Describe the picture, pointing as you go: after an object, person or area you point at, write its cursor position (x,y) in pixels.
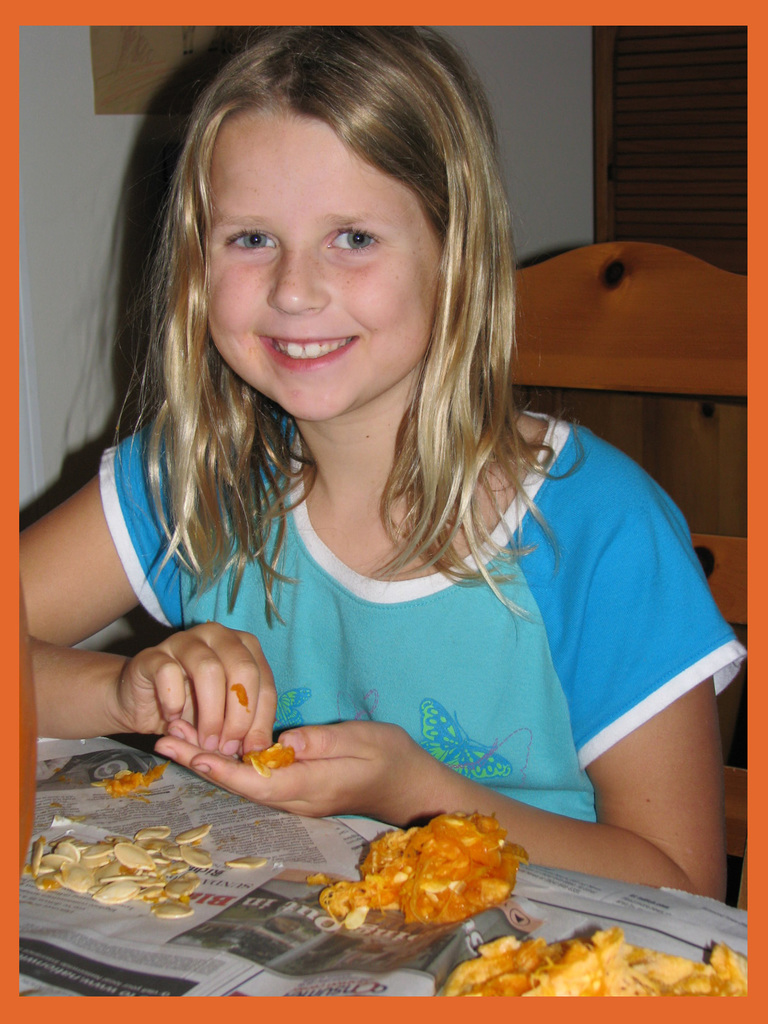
In this picture we can see a girl (383,496), she is smiling and in front of her we can see food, newspapers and in the background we can see a wall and some objects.
